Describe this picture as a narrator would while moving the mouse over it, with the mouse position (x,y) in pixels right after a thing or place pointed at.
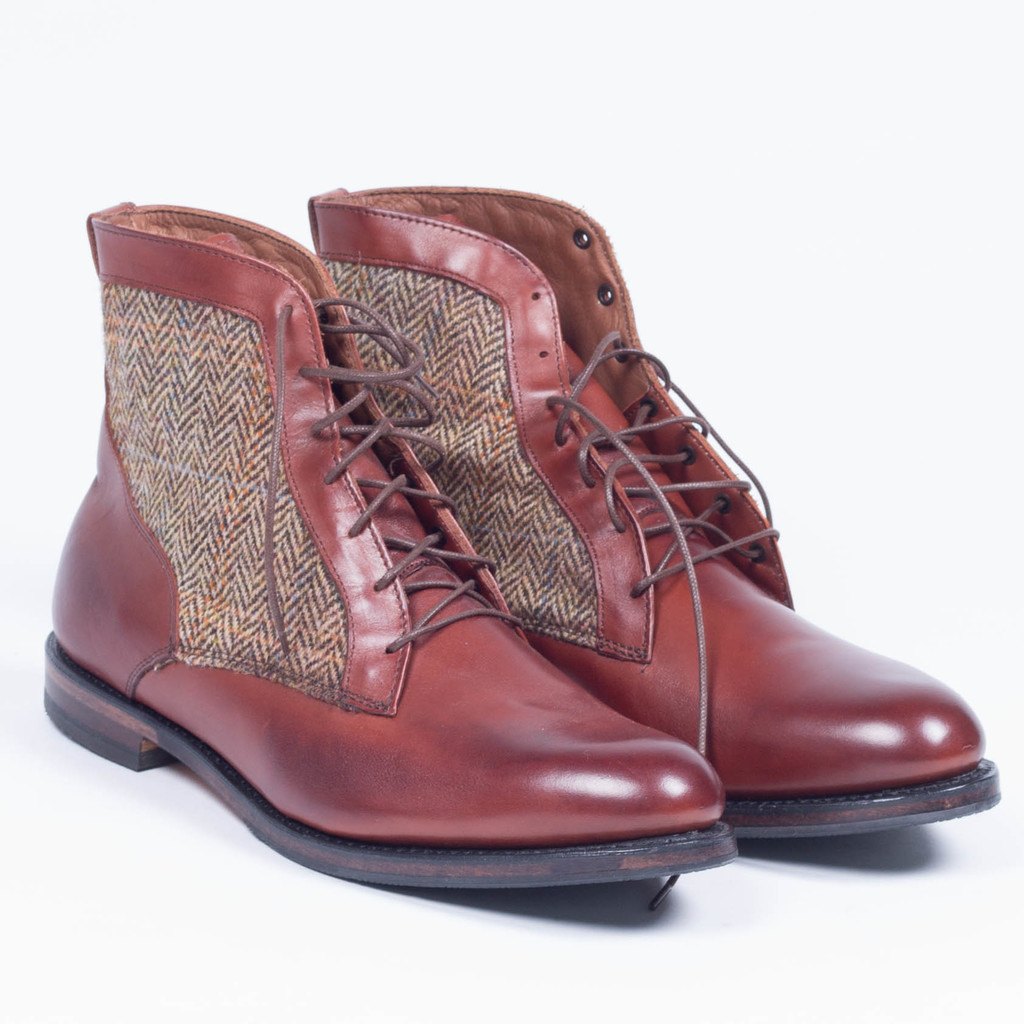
In this picture we can observe a pair of shoes (362,677) which were in brown color placed on the white color surface (146,848). The background (49,292) is in white color.
